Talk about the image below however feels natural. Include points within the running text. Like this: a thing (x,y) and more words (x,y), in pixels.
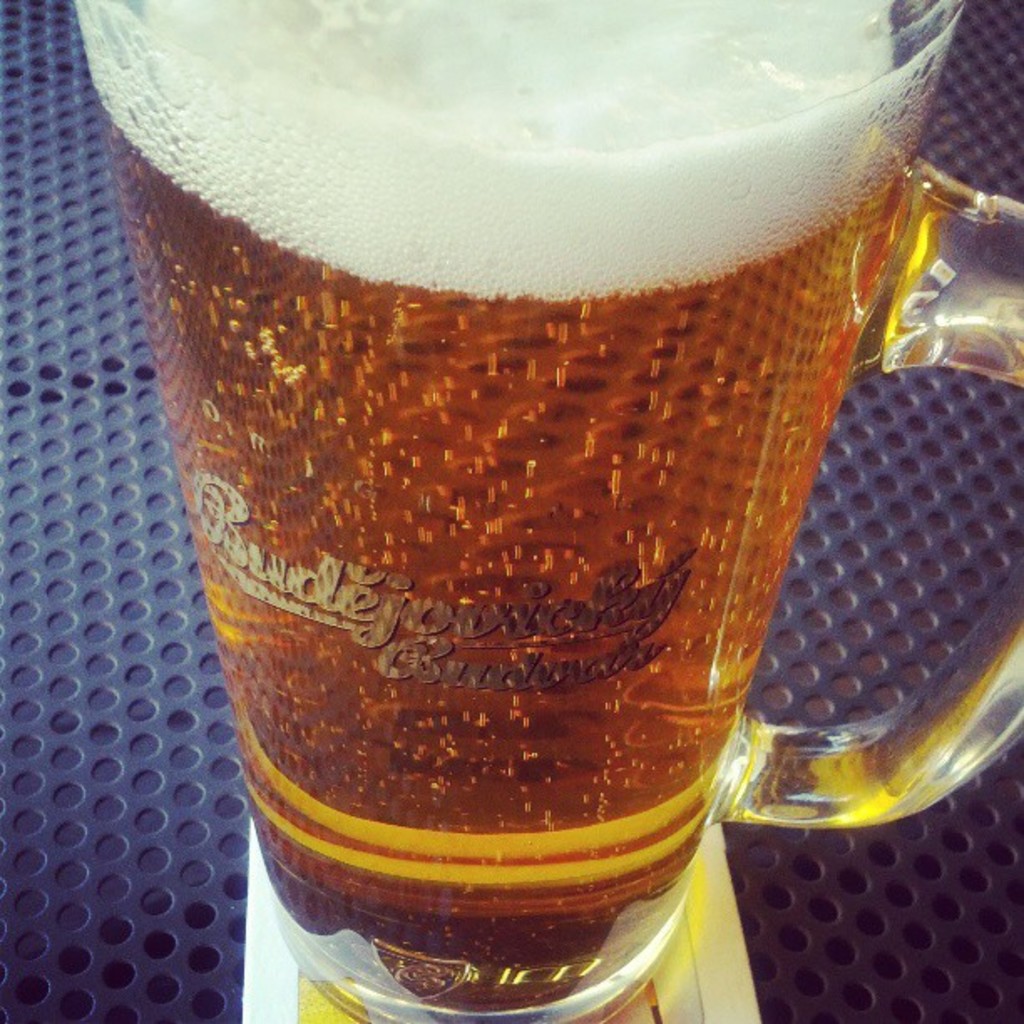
In this image, we can see a glass (441,305) with some liquid (373,288) is placed on an object (38,741). We can also see a white colored object (250,917).
